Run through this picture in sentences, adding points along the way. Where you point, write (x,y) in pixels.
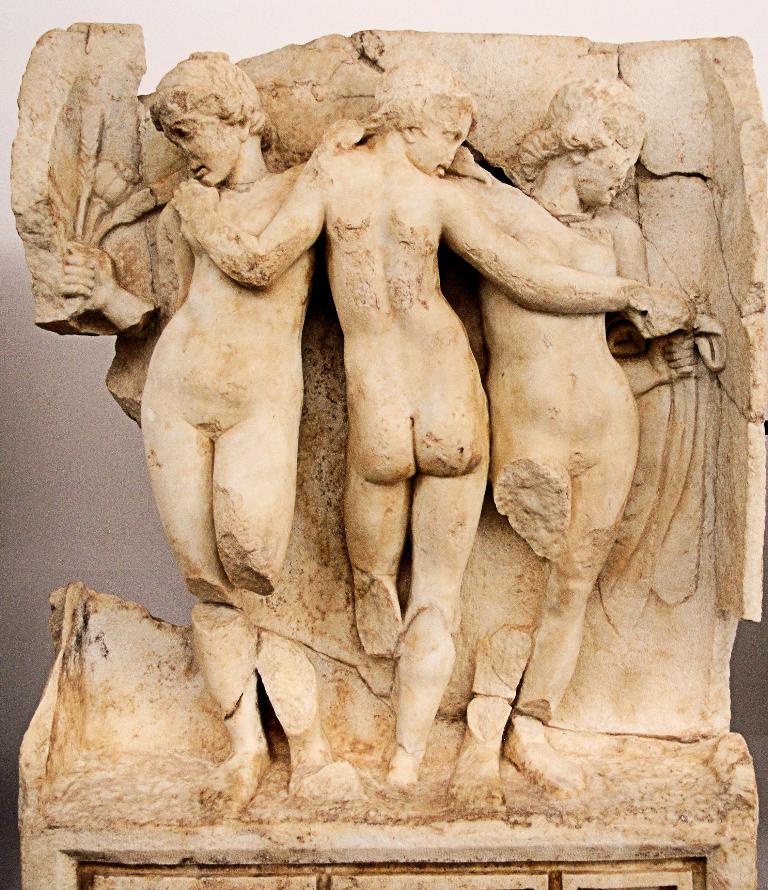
The picture consists of a sculpture (232,241) on a stone (135,682). In the background (79,425) there is a wall (353,19) painted in white.
